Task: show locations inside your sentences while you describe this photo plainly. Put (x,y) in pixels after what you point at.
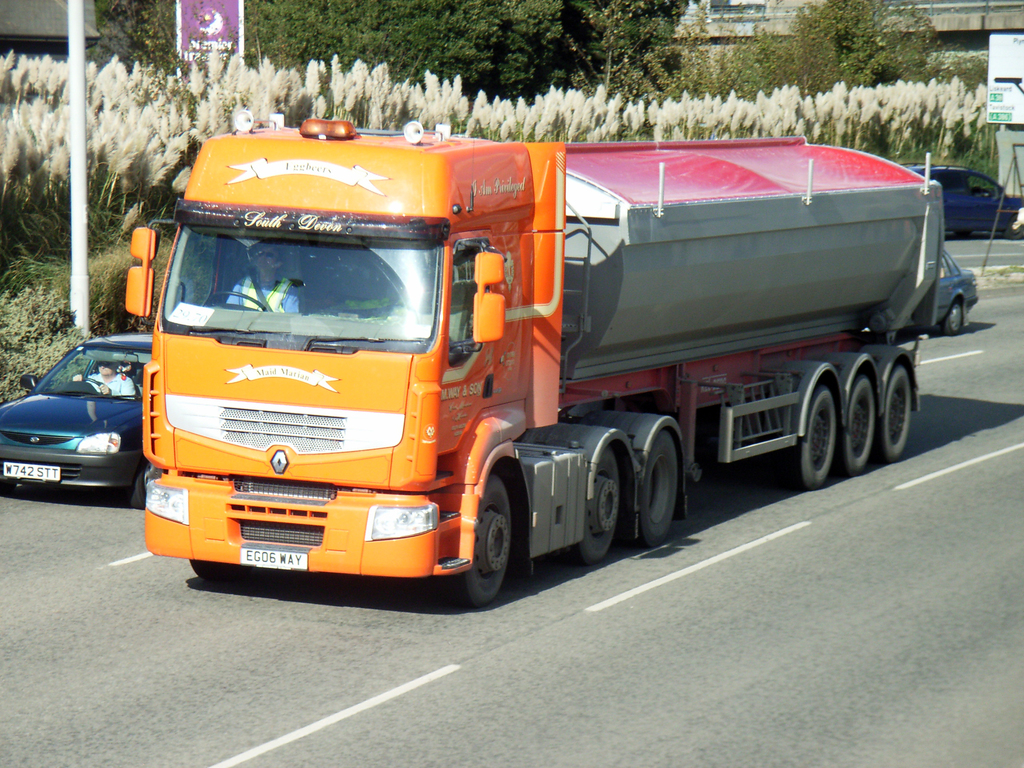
There are 2 persons (104,393) riding a car (92,407) and vehicle (524,375) on the road (611,562) respectively. Behind them there are trees (482,85).
